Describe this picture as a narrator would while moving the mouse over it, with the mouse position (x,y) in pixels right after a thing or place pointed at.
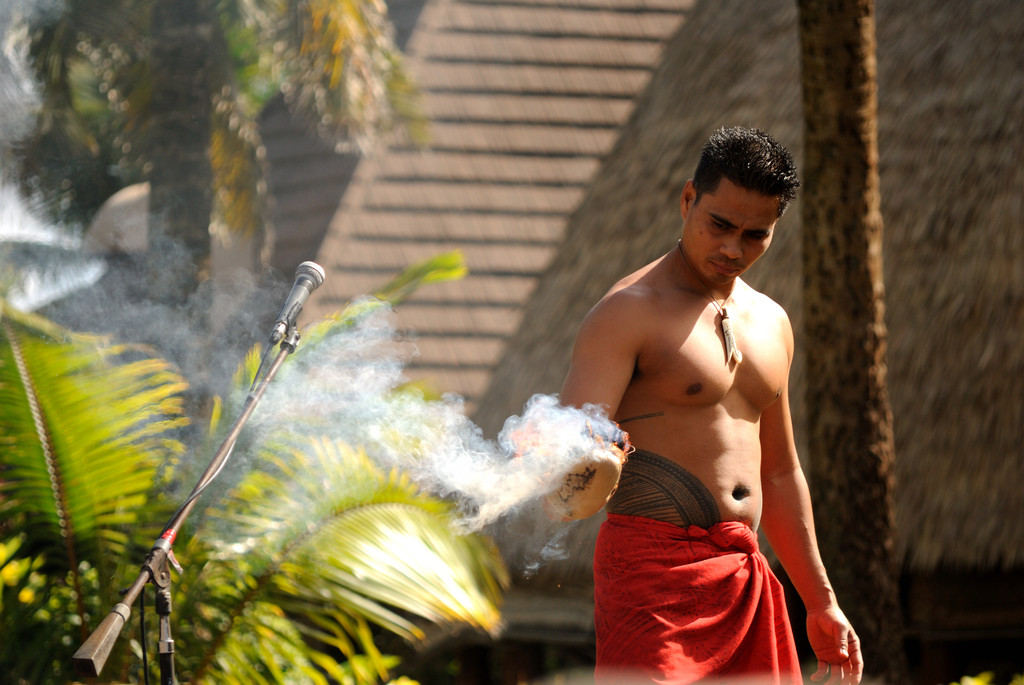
In this image we can see a man (675,431). On the left (164,562) there is a mike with the stand (161,613). We can also see the trees (112,9). Bark (840,80) of the tree (885,336) is also visible in this image.
